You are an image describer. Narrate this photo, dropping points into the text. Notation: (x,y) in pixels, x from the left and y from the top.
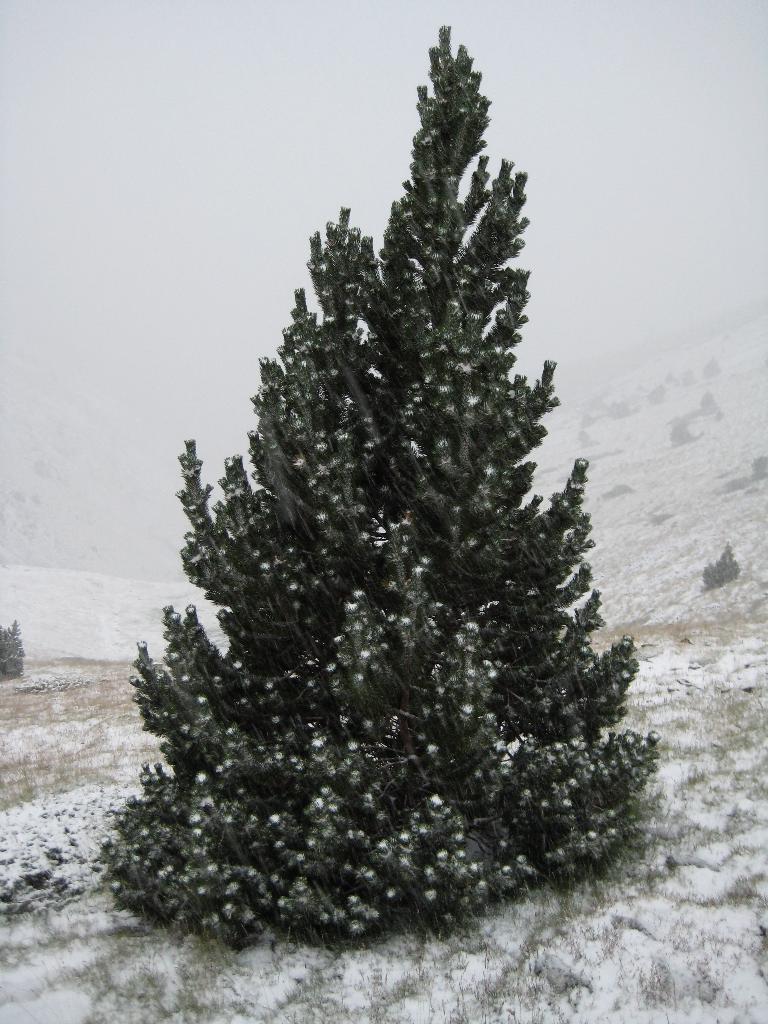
In the middle of the picture (435,503), we see a tree (443,736) and at the bottom of the picture (711,986), we see grass (16,791) and ice (22,903). In the background (724,247), it is covered with fog (140,258).
